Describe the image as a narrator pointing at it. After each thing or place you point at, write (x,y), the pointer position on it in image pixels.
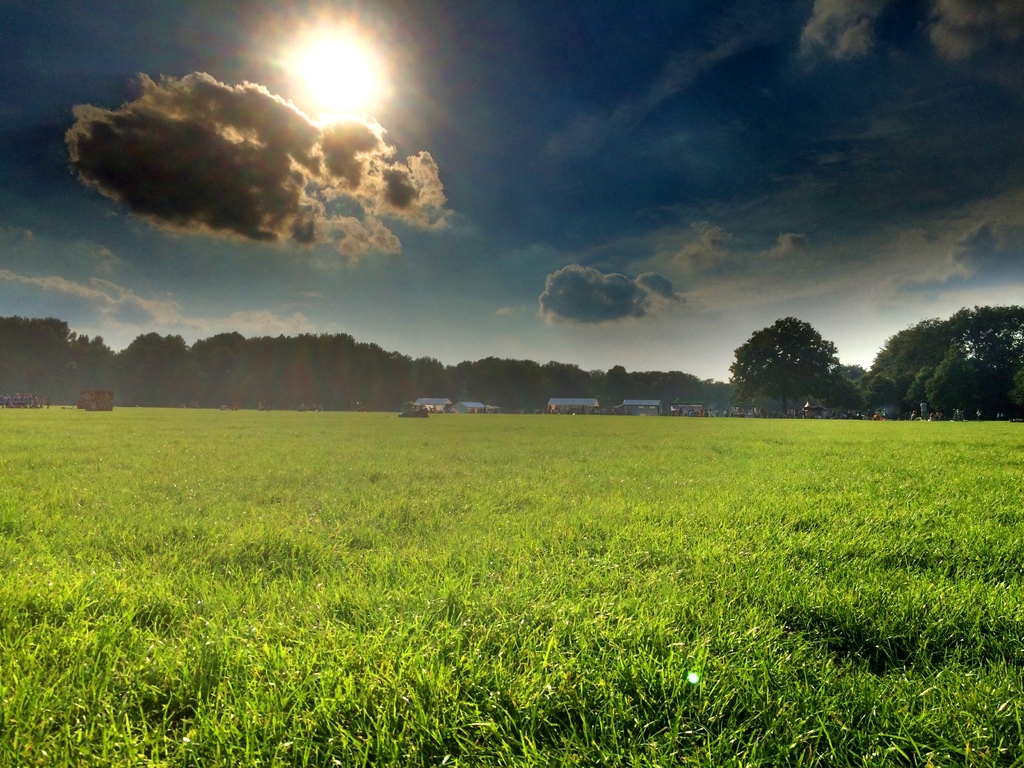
In this image on the foreground (633,563) there is grassland (250,445). In the background (480,405) there are buildings (486,405), vehicles (421,414), trees (806,392). The sky (534,280) is cloudy.
